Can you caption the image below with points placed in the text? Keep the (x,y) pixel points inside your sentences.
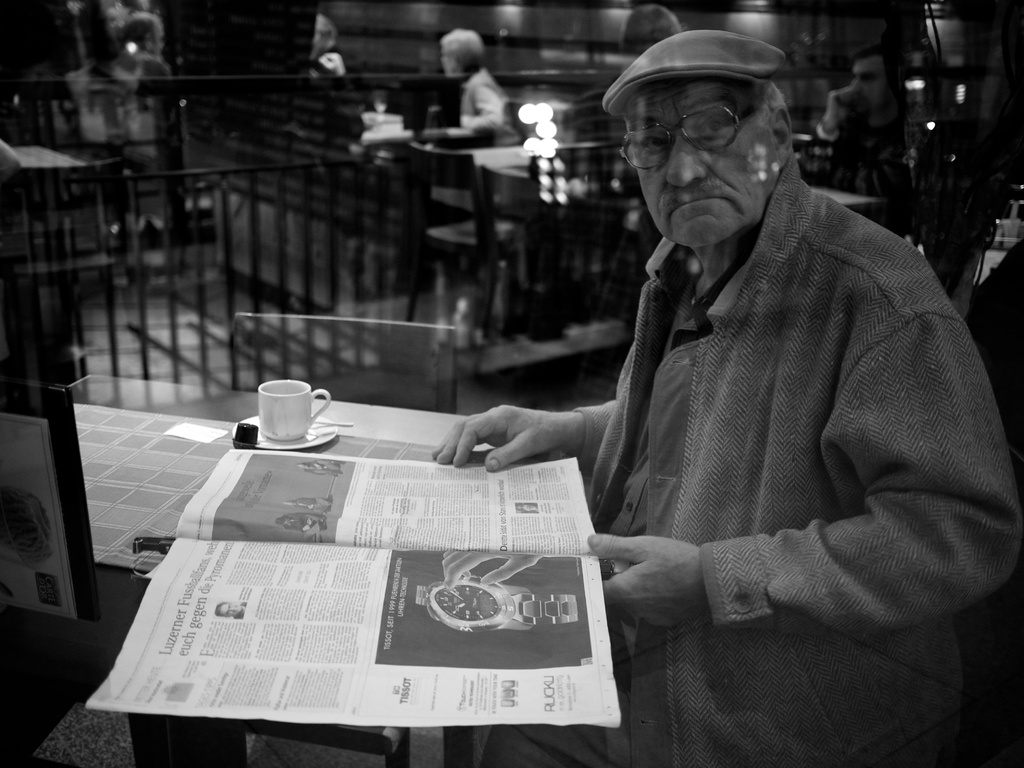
This is a black and white picture, we can see a few people (649,343) are sitting on the chairs (263,350), among them one person (719,467) is holding the newspaper (487,575), in front of him there is a table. On the table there is a cup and saucer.
